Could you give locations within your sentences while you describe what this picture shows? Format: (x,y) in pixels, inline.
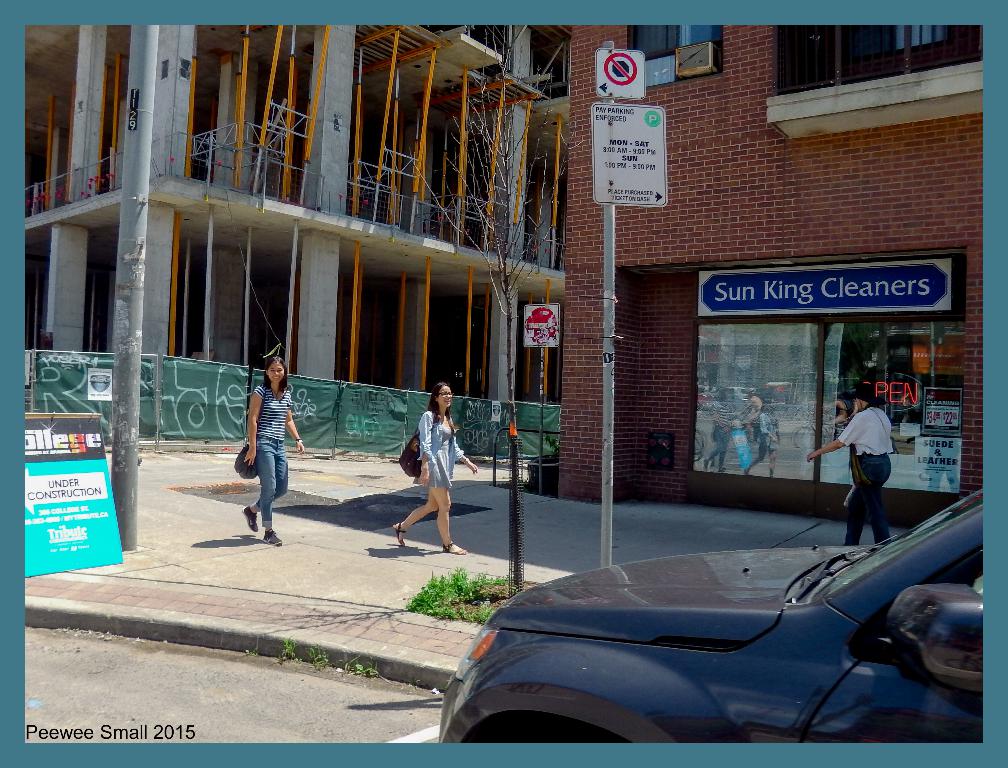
In the center of the image (469,297) there are buildings (469,297). We can see people (872,504) walking. There is a sign board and we can see a pole (124,450). On the right (673,602) there is a car (568,729).
